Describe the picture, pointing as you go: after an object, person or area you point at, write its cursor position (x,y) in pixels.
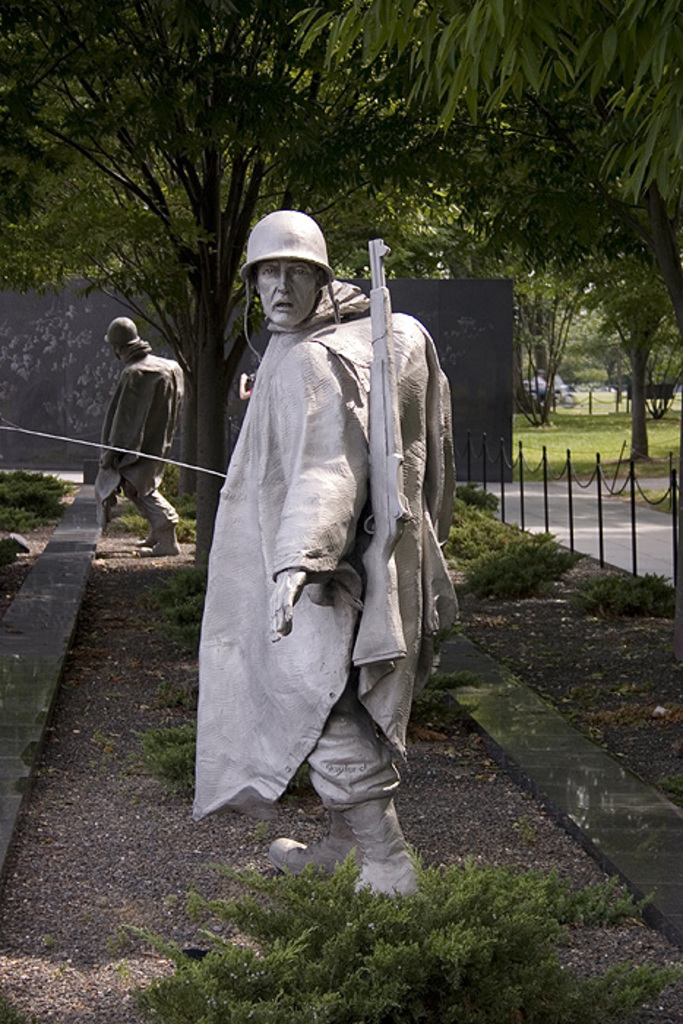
In this image we can see statues (249,579), ground (64,808), plants (581,991), railing (547,463), wall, grass (615,416), road (659,545), and trees (361,252).
